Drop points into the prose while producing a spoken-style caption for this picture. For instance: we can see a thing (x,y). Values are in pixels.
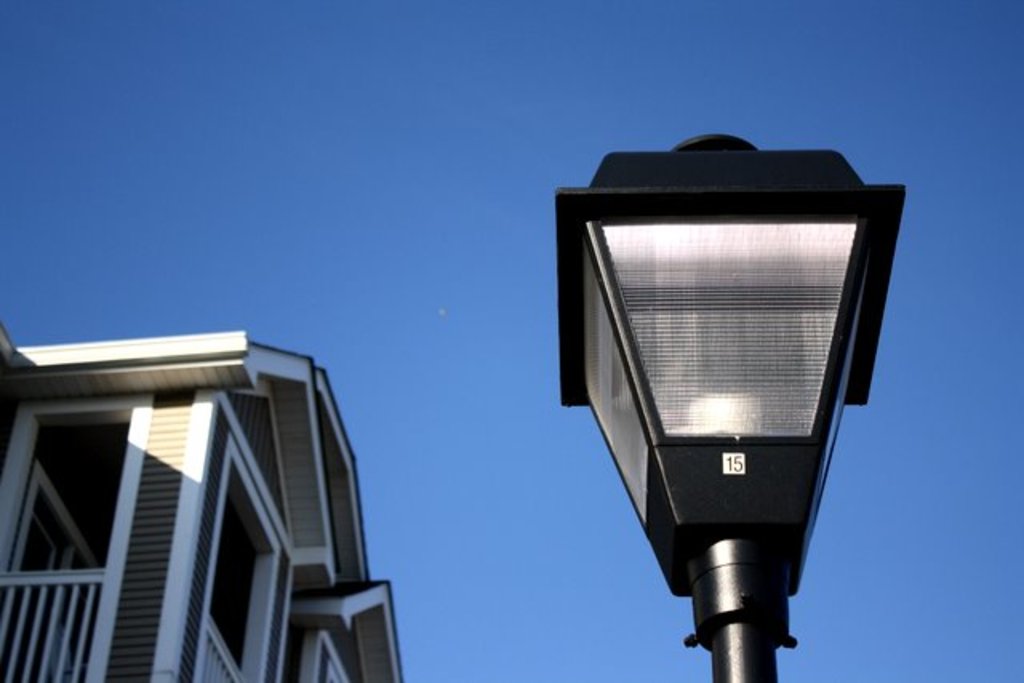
In the picture I can see a decorative light pole (830,286) on the right side (737,649). I can see the building (243,547) on the left side (295,454). I can see the blue sky (414,186).
